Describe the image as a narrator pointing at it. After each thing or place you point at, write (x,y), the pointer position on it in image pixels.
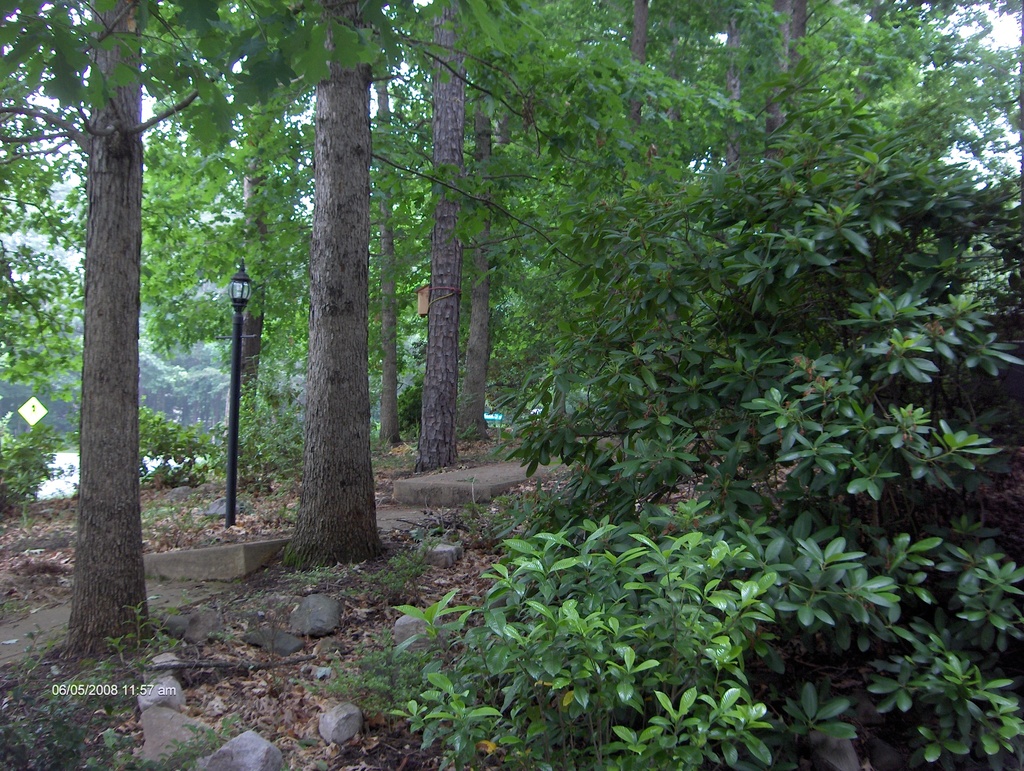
In this picture we can see stones (449,548), plants (12,740), leaves (431,535) and a few things (448,528) on the ground (353,566). We can see a street light (239,328), other objects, trees (501,204) and the sky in the background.
